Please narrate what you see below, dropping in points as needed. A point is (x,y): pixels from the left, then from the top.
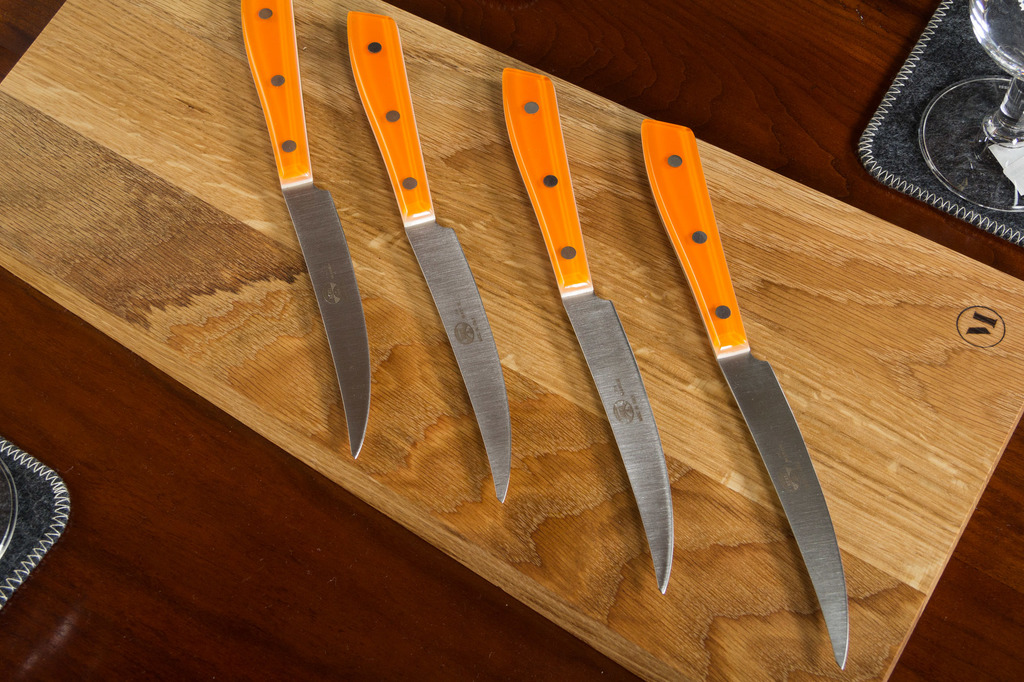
In this image, we can see the wooden surface (712,369) with some objects (370,394) like knives (358,404). We can also see a glass (956,89) and an object (918,106) in the top right corner (930,165). We can also see an object (64,498) on the left (58,522).
